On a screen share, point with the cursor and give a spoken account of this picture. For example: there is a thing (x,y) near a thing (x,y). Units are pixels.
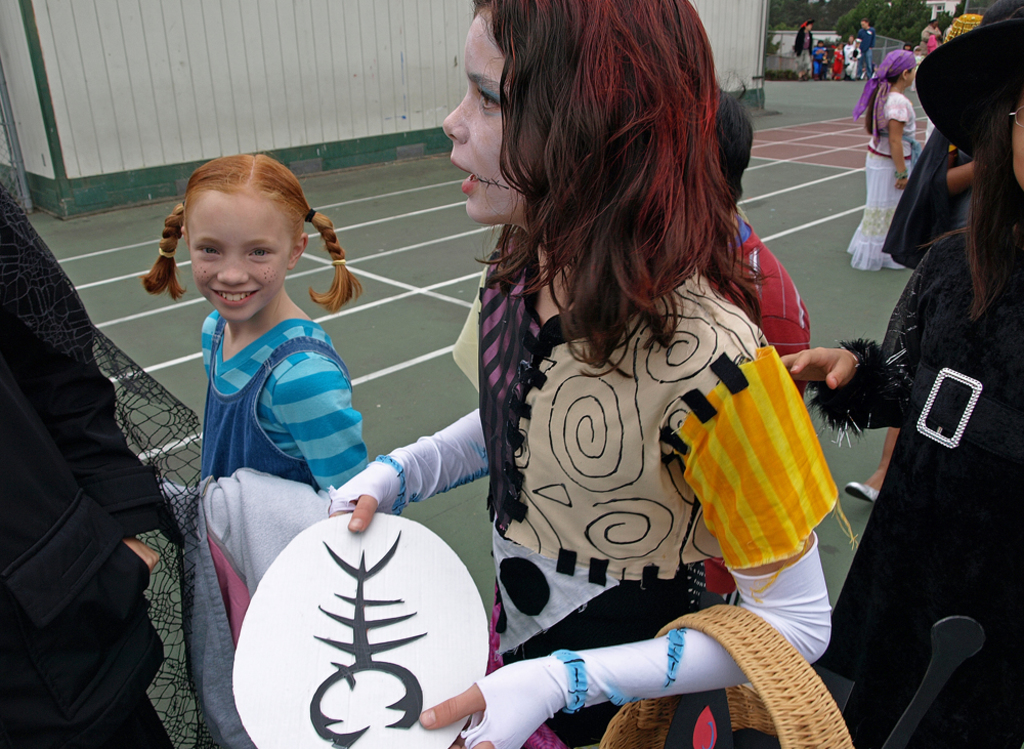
In this image we can see some group of persons (454,355) wearing fancy dress (496,361) and in the background of the image (172,187) there is a wall (360,109) and there are some trees (795,13).
